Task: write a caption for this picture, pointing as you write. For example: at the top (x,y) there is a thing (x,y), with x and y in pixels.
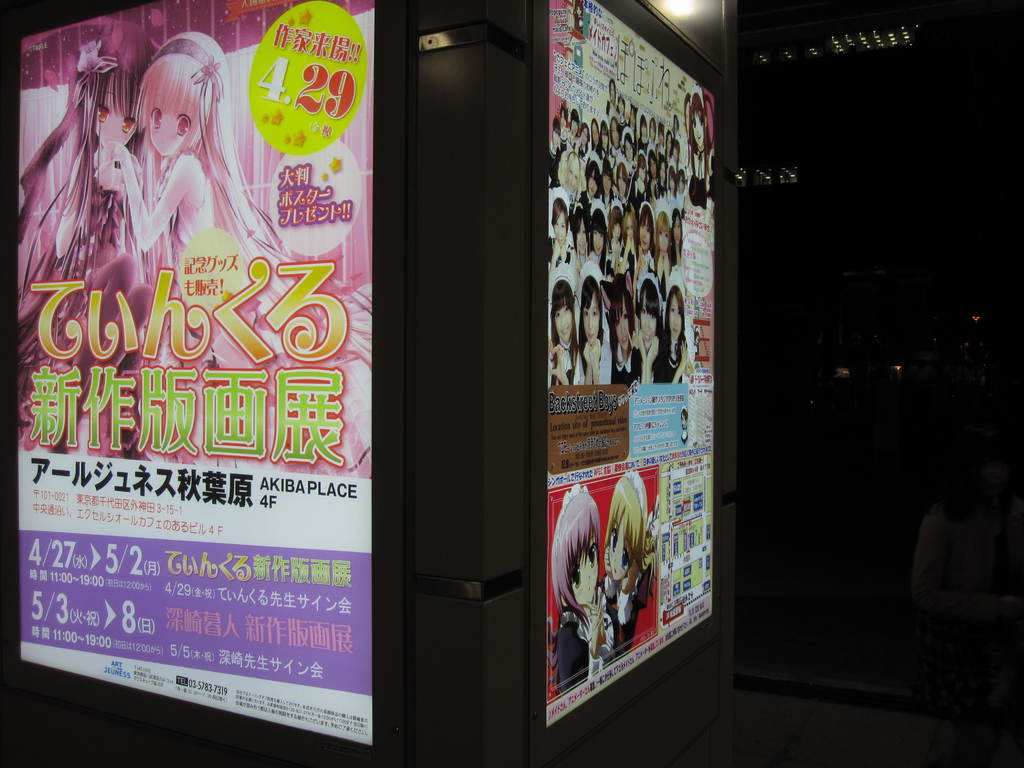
In this image I can see few people (609,285) on the paper (299,467) and they are in different color and something is written on it. It is attached to the black color board (470,69). Background (895,242) is black in color.
